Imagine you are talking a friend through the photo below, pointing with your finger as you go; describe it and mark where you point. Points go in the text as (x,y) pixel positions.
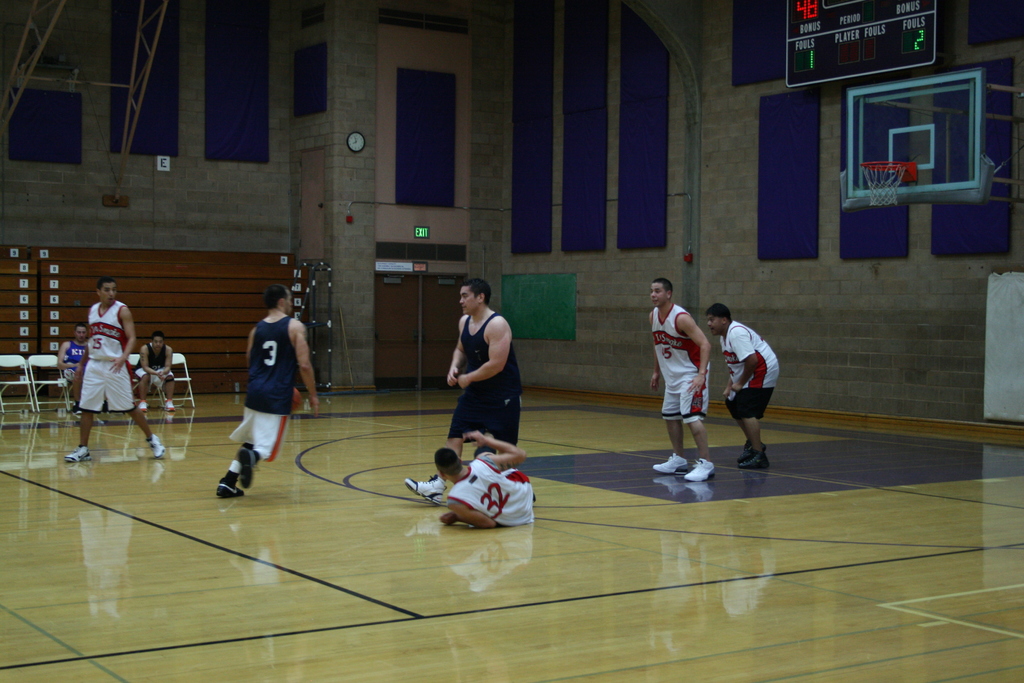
In this image there is a wooden floor (456,553) towards the bottom of the image (456,553), there are men (500,499) on the wooden floor (561,441), there are chairs (60,380) towards the left of the image (8,382), there are two men (147,351) sitting on the chairs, there is a backboard (941,143), there is a board (135,303) towards the left of the image (152,296), there is a wall (508,191), there are objects (439,165) on the wall (199,169), there is a wall clock (357,137), there is a door (417,323), there is a screen (845,49) towards the top of the image (861,41), there is text (857,38) on the screen (855,21), there is number (920,41) on the screen (910,49), there is a metal object (144,25) towards the top of the image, there is an object (1008,303) towards the right of the image (1011,320).
